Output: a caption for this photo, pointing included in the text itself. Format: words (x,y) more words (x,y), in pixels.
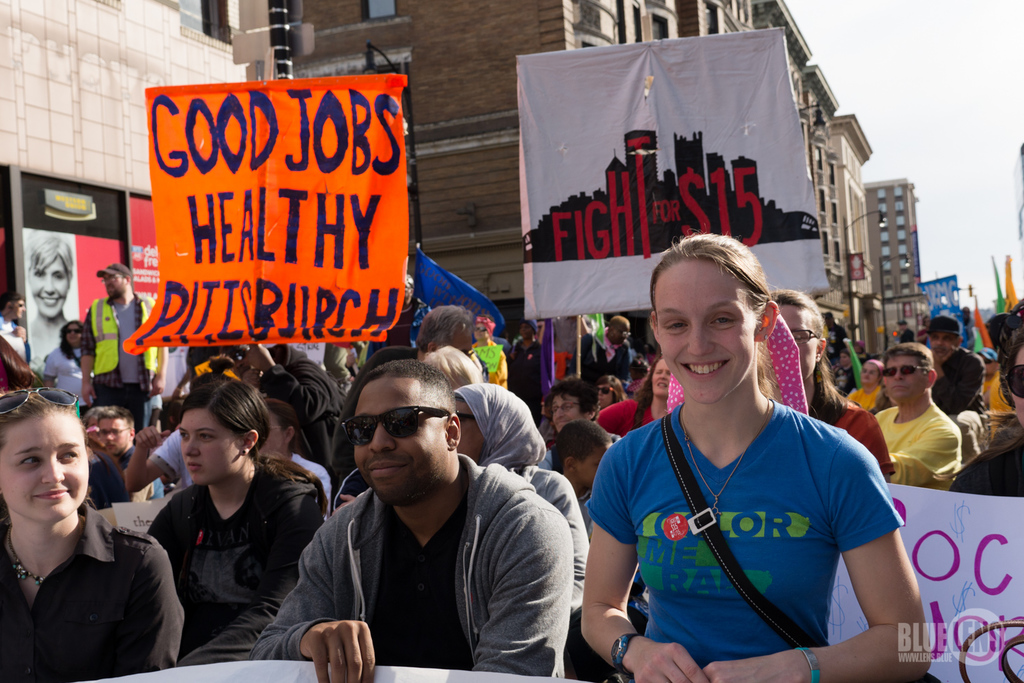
In this image there are a few people (504,394) on the road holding posters (562,255) and placards (648,220), there are a few buildings (865,318) and the sky (963,215).
